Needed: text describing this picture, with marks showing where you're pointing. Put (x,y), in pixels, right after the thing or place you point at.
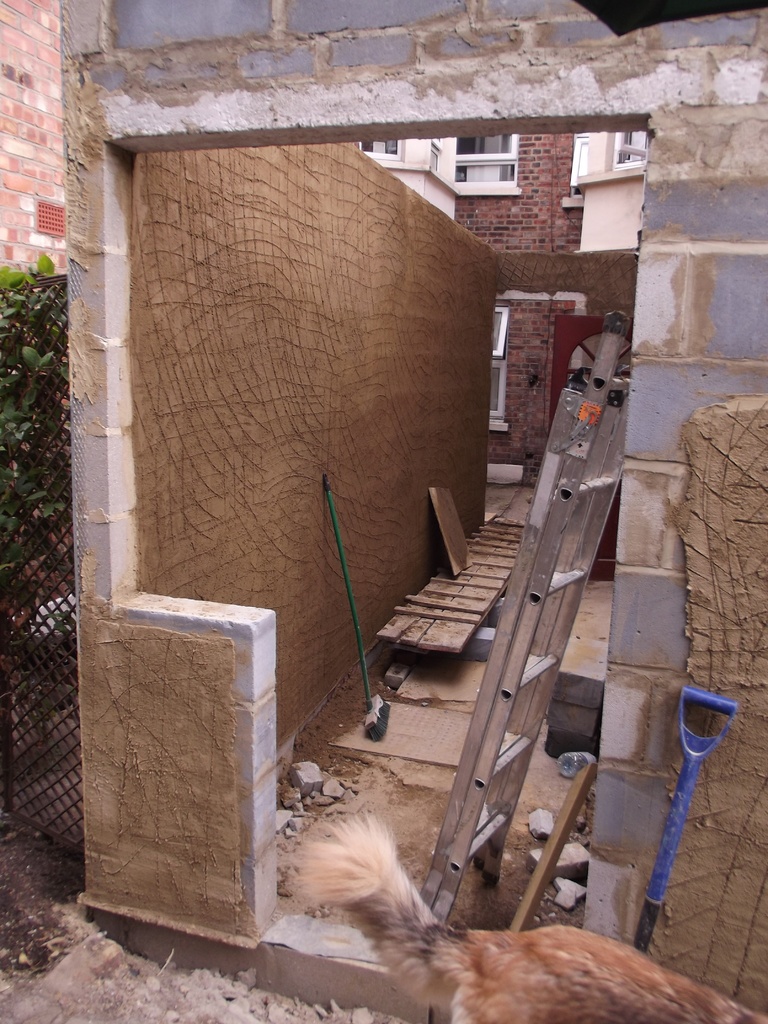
On the left (13,488) we can see fencing (24,338), plants (38,299) and brick wall (28,202). In the middle of the picture (311,463) we can see a place under construction (477,302) and there are ladder (561,560), broom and various objects (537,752). At the bottom (227,994) there are stones (283,1016) and an animal (508,968). In the background (512,165) there are buildings (499,192).
